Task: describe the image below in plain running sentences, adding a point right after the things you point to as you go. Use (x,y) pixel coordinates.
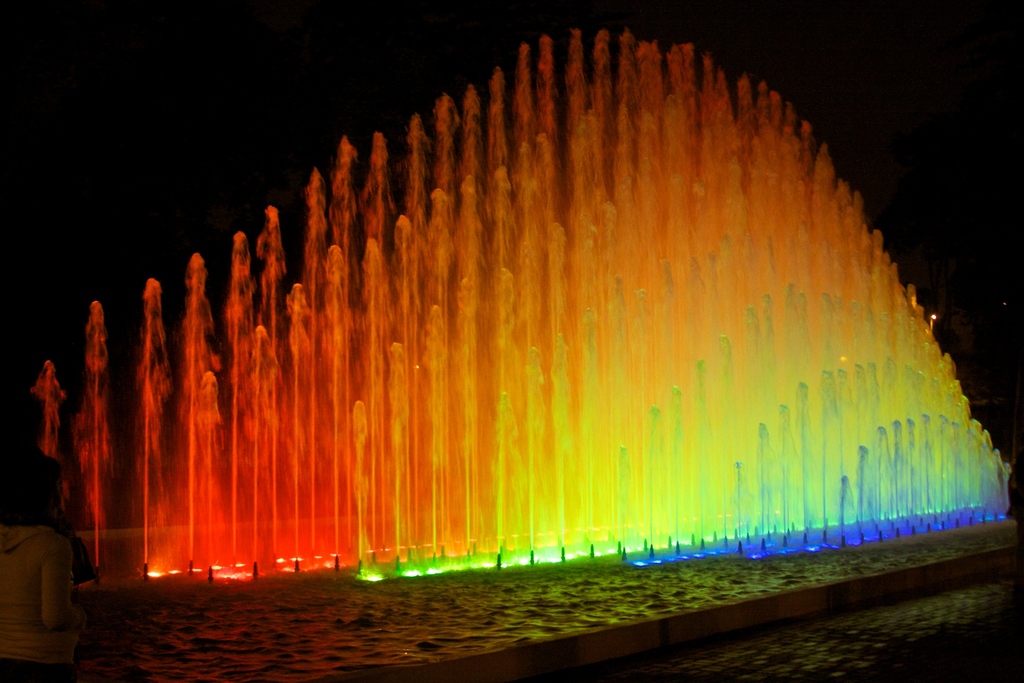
In this picture I can see the water fountains (511,558) with the lights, on the left side (55,605) there is a person (45,591).
